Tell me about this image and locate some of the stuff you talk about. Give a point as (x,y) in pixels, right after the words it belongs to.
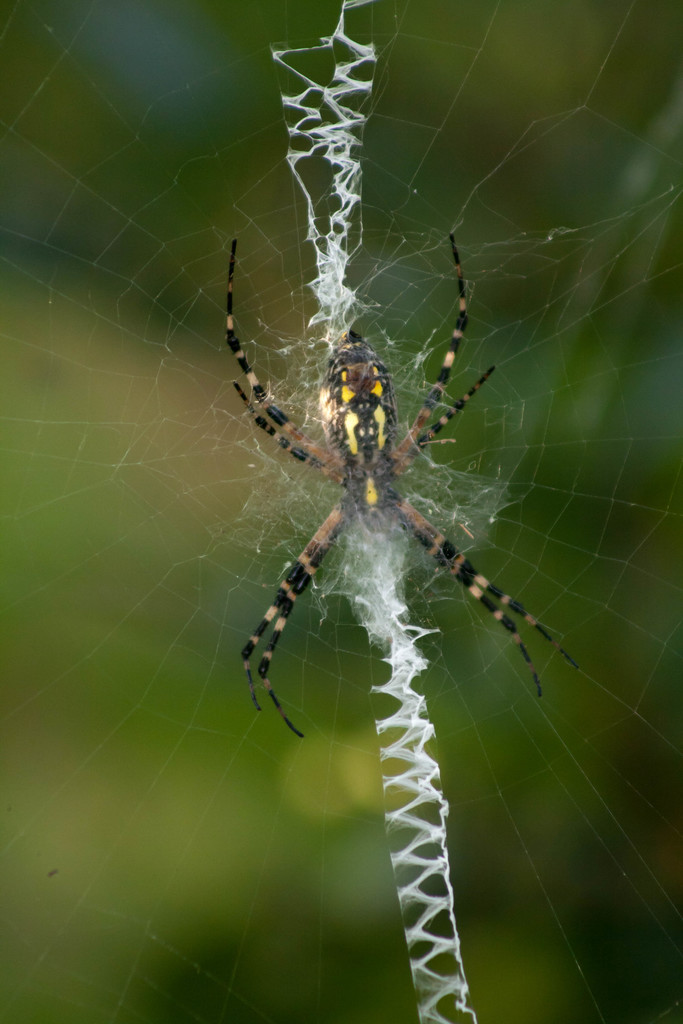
In this picture we can see spider (503,599) and spider web (433,483). In the background of the image (522,180) it is blurry.
